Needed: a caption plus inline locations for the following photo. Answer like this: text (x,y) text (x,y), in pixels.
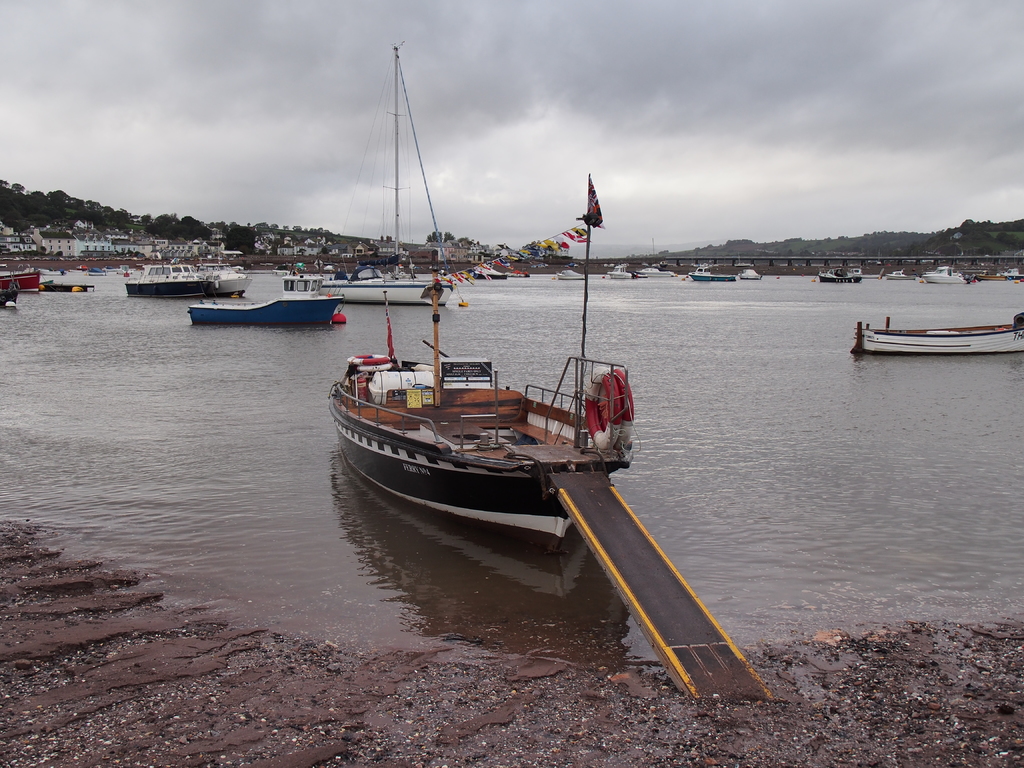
These are the boats (29,279), which are on the water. I can see the trees (193,222) and buildings (274,237) in the background (204,233). This looks like a bridge (939,263). These are the clouds (561,56) in the sky (737,59).
